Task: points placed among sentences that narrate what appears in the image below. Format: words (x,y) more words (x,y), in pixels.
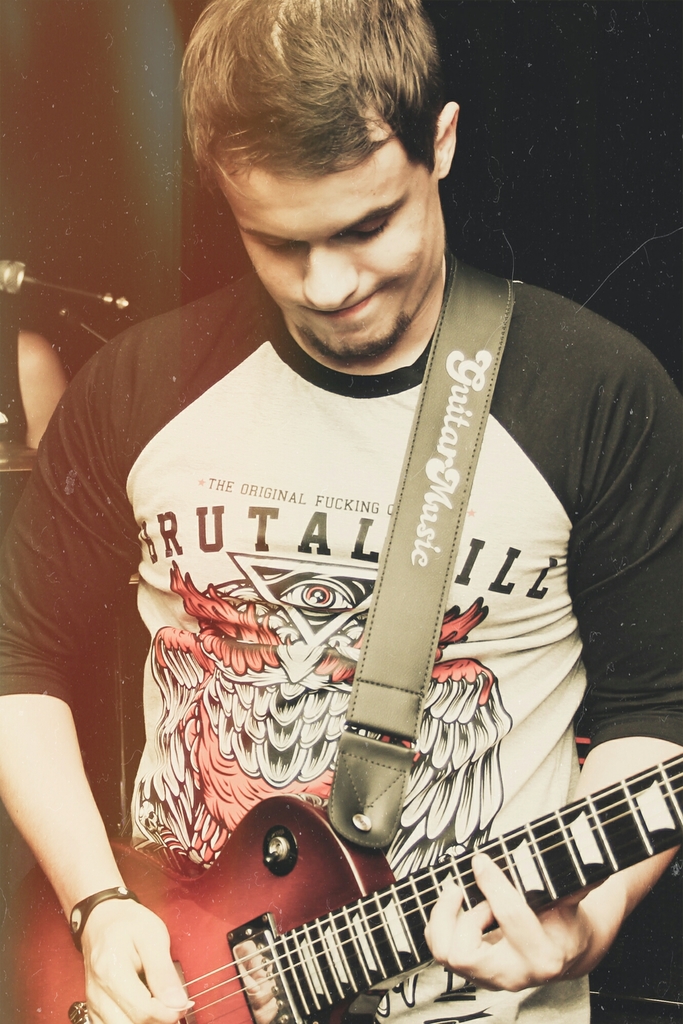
In the image we can see there is a man (364,392) who is holding guitar (61,959) in his hand (568,914).
